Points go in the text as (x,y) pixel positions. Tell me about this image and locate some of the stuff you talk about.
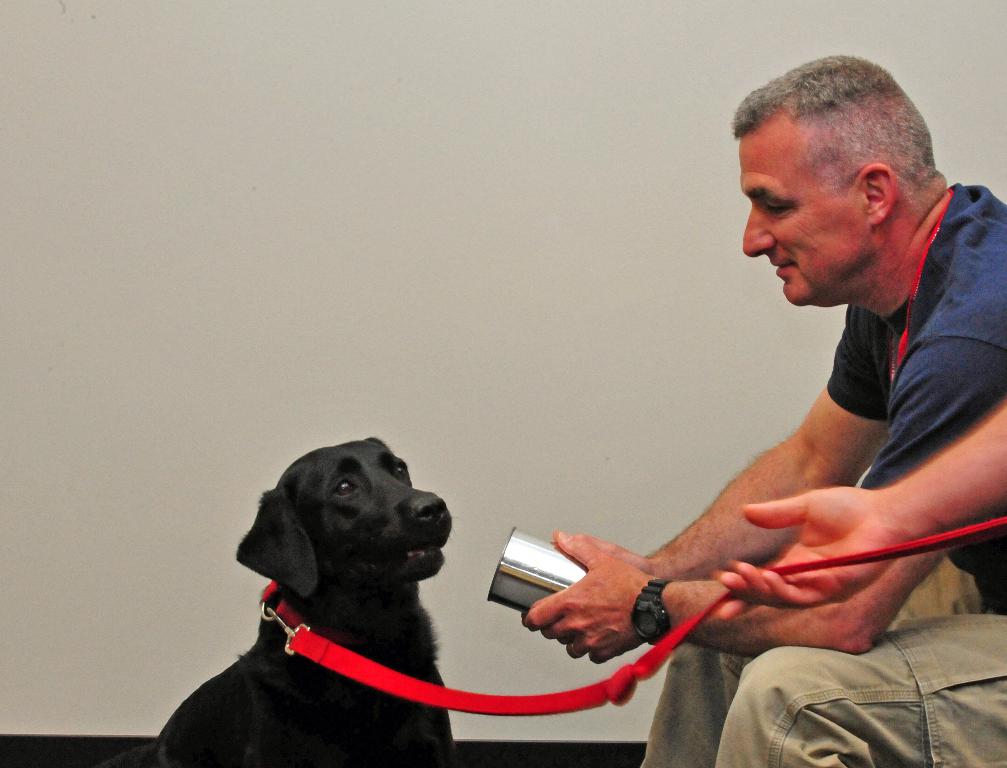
In this image I can see a person (912,343) is holding something. I can see a black dog (402,619) and red color belt (817,564). Background (325,278) is in white color.
